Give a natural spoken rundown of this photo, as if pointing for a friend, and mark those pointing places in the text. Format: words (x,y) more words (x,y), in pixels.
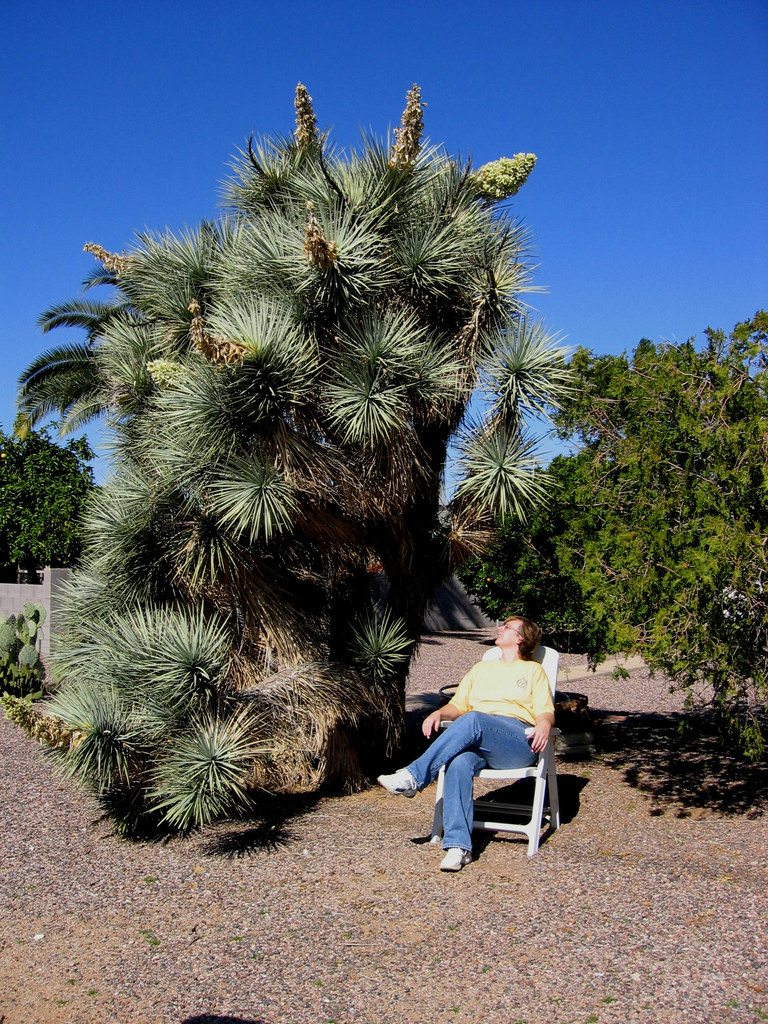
In this picture I can see a person (478,662) sitting on the chair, there is a wall (17,591), there are plants (12,629), trees (315,527), and in the background (343,87) there is the sky (359,52).
